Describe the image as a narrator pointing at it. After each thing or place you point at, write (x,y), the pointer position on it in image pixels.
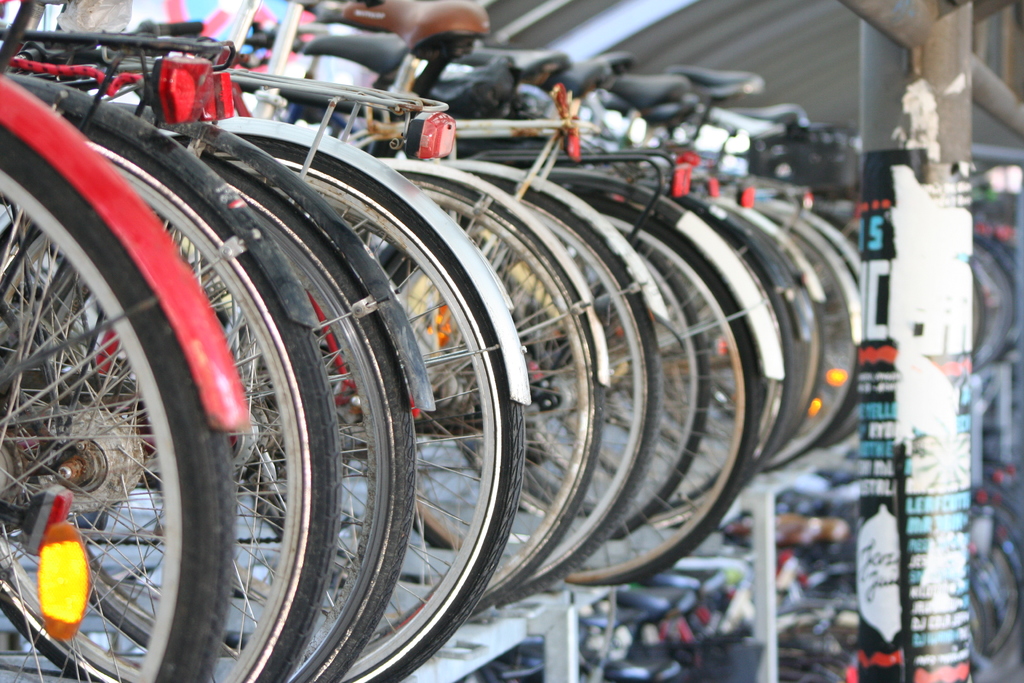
This image is of a bicycle stand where there are many bicycles (600,113). There is a pole (932,389).
